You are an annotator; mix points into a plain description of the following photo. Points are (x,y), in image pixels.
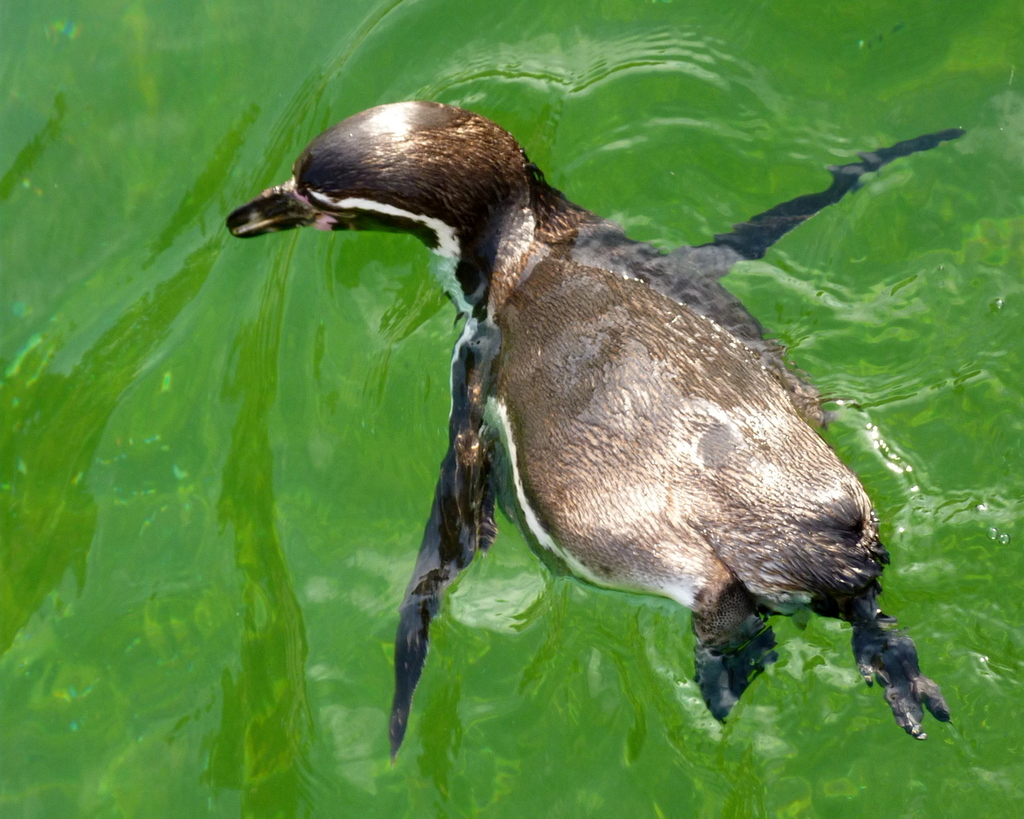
In the image we can see an animal (487,441), in the water (426,279). The animal (458,363) is black and brown in color.
